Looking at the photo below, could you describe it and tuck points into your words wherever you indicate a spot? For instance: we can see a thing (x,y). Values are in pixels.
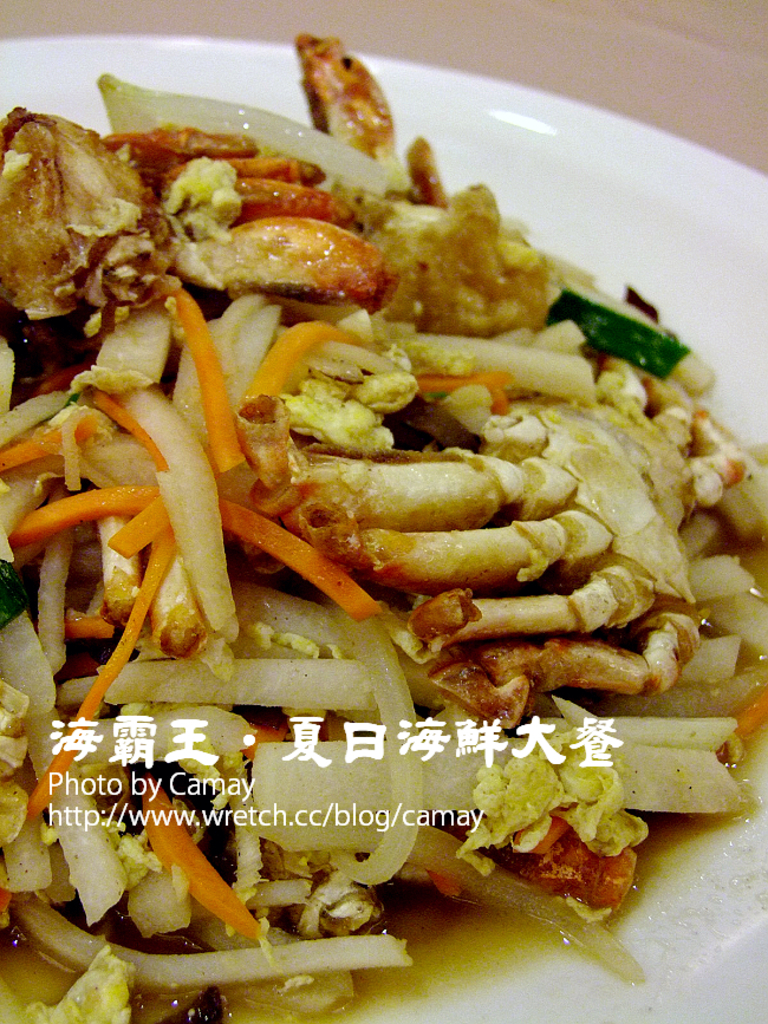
In the picture there is a plate (505,161) with the food item (142,161) present.
